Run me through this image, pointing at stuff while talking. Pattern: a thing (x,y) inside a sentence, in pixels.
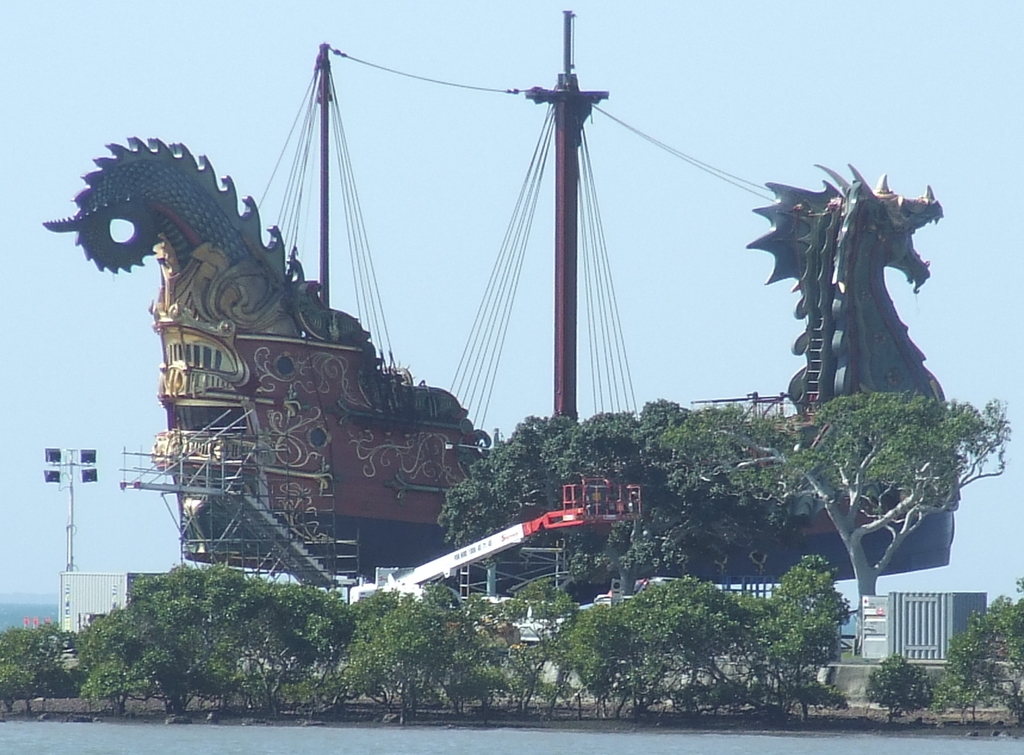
In the image in the center (372,418), we can see one dragon shape ship (131,215), poles (181,510), wires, trees (548,454), plants (244,574), staircase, fence (187,498), crane (459,551), road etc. In the background (88,139) we can see the sky (619,73).
